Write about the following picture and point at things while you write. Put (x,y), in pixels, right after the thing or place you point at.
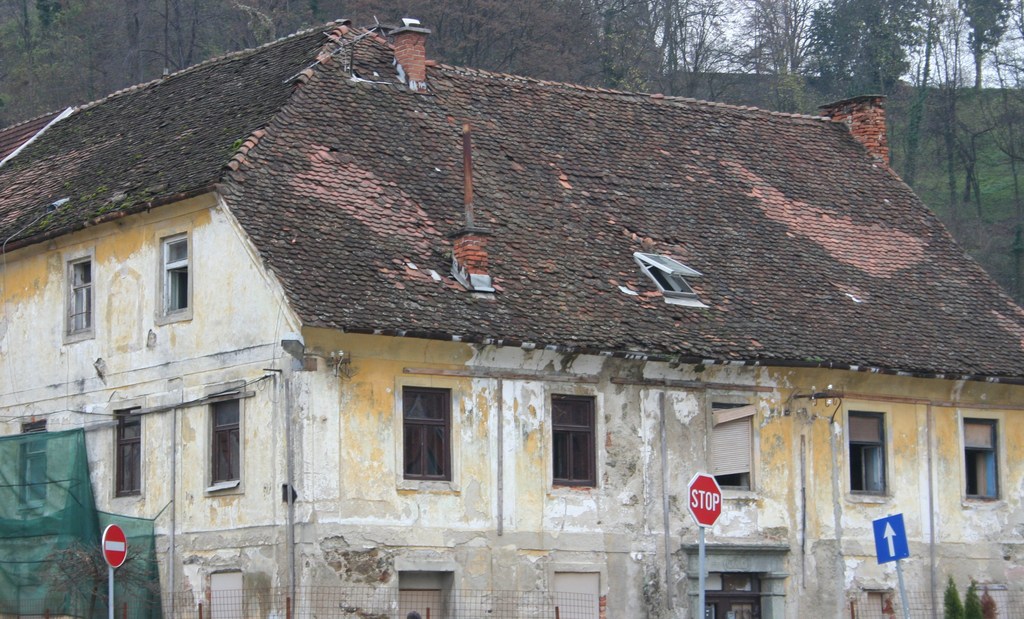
In this image there is a building (426,310) and we can see boards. In the background (614,10) there are trees (587,46) and sky (970,61).
